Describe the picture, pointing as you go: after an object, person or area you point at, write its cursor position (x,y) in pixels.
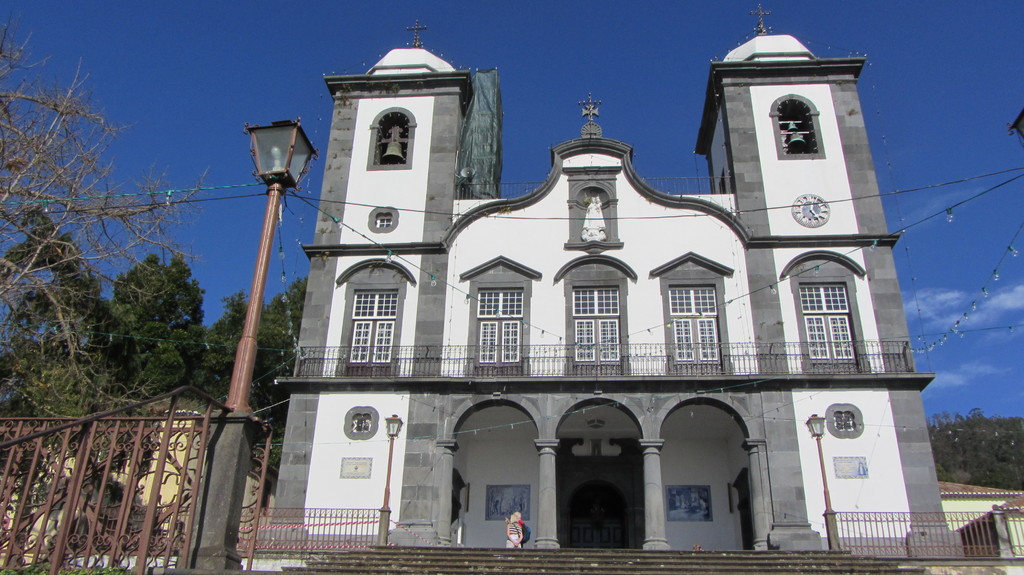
This image is taken outdoors. At the top of the image (154,50) there is the sky (951,201) with clouds (977,370). In the background (182,338) there are many trees (233,323) with leaves (109,344), stems (957,424) and branches (957,424). On the left (141,480) and right sides of the image there are two houses (180,432). There is a fence (878,525) and there is a railing (944,547). In the middle of the image (438,265) there is a building (474,316) with walls (657,316), windows (717,323), doors (601,516), pillars (662,490), railings (559,375), balconies (859,345) and a roof (412,65). There are a few sculptures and carvings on the walls (421,492). There are three poles (279,165) with lights (275,150).
